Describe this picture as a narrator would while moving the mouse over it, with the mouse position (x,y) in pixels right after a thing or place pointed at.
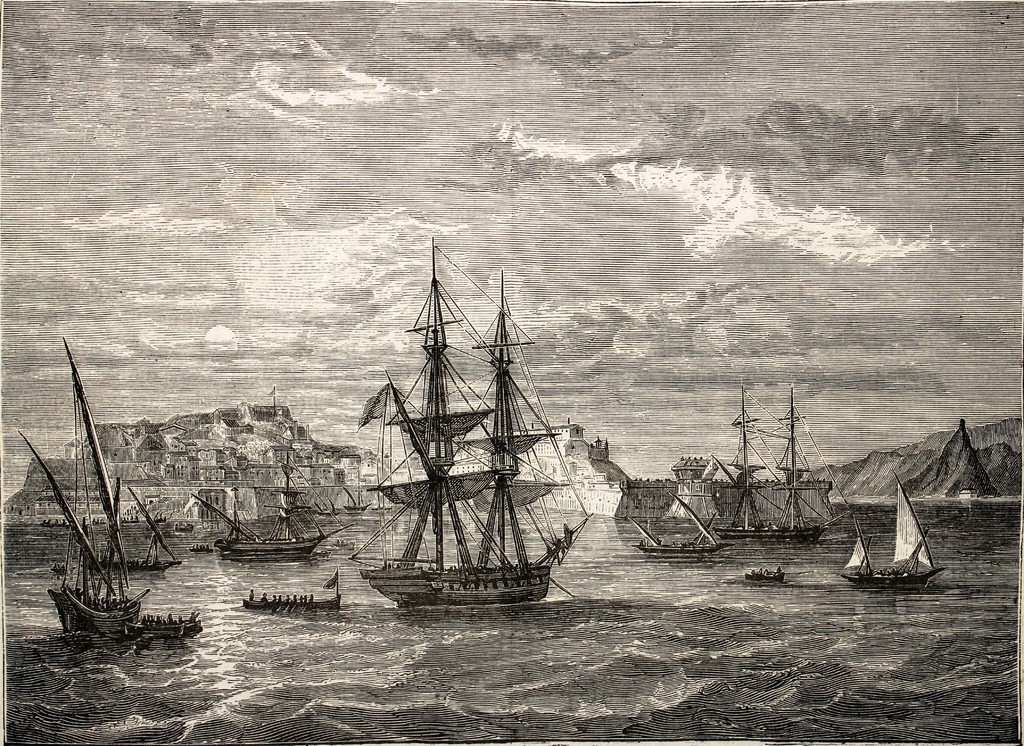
In the picture we can see a sketch drawing (621,640) of a water (391,644) and some boats (93,573) on it and behind it, we can see a hill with houses (264,486) and in the background (227,324) we can see a sky (575,404) with clouds (632,107).
